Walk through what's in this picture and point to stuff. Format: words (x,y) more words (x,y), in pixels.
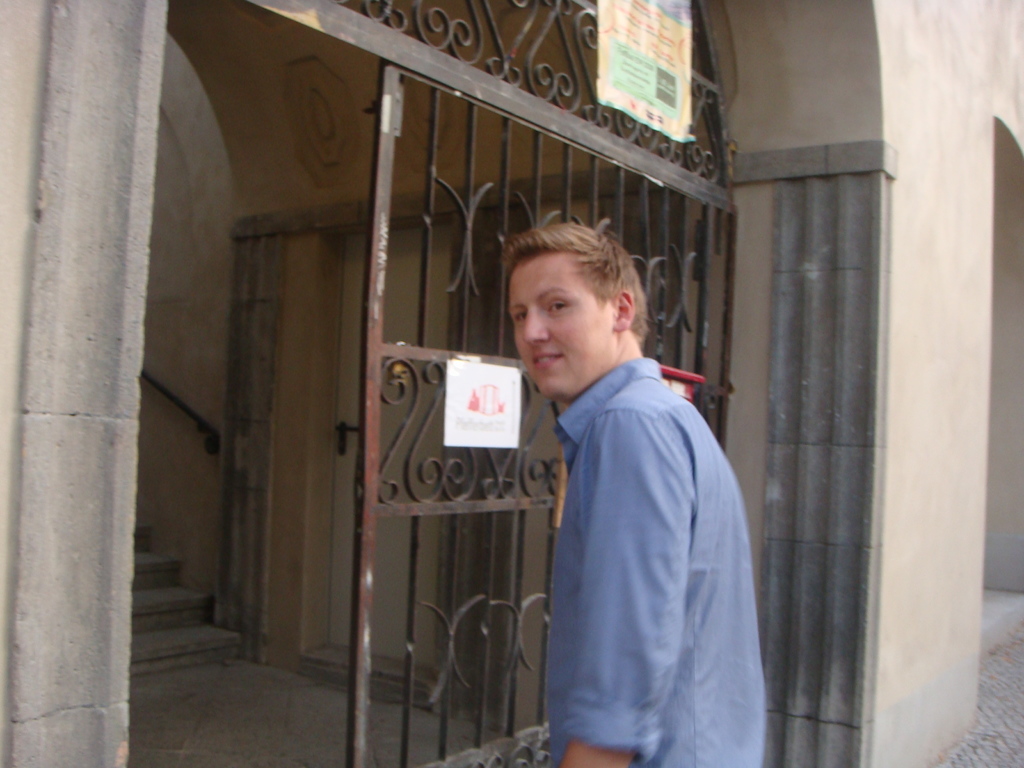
In this image I can see a man (592,510) and I can see he is wearing shirt (611,540). In the background (505,226) I can see an iron gate (459,510) and few posters (645,42). On these posters (674,40) I can see something is written and over there I can see stairs (167,605).
